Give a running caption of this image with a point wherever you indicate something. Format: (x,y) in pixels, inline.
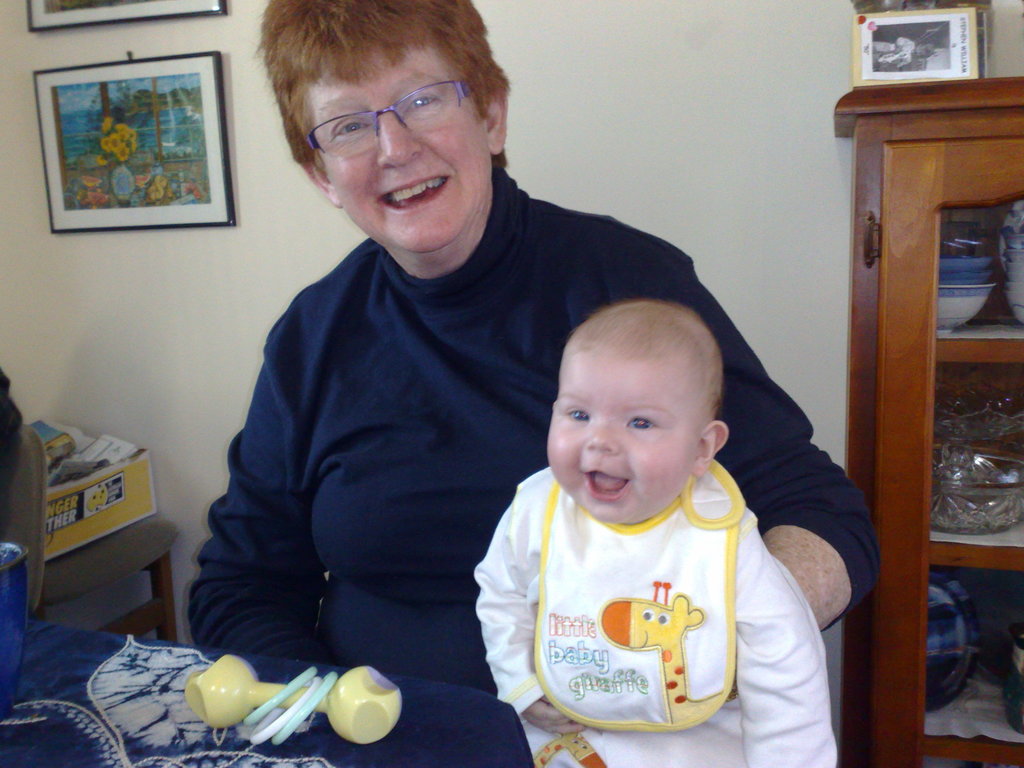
This picture shows a woman (433,244) and a baby (607,570) and we see few photo frames (179,99) on the wall (169,234) and a cupboard (888,468) with some bowls (1001,507) in it and we see a chair (118,563) and a box (61,486) on it and we see a cup (26,551) and a toy (287,710) on the table (425,738) and woman (398,133) wears spectacles (451,88) on her face (436,129).
